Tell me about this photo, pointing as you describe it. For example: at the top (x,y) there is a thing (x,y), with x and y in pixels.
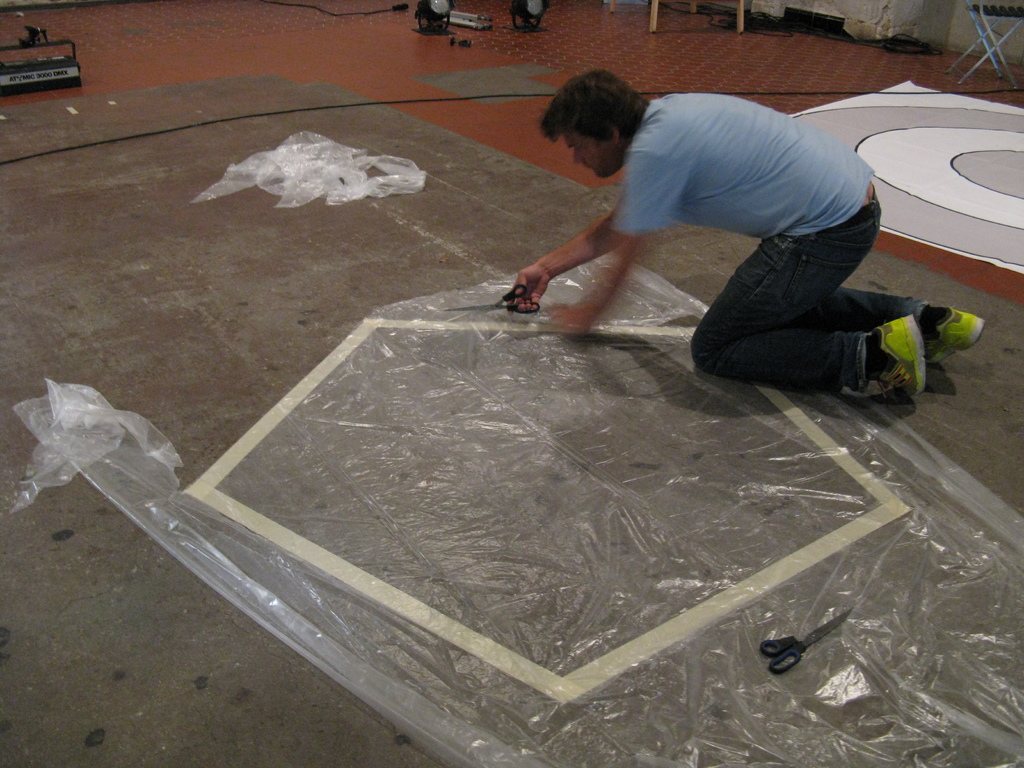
In this image we can see a man (707,196) sitting and placing a cover (669,343) on the floor (502,148). He is holding a scissor (497,307) in his hand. In the background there is a wire (927,93), table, cloth (1000,116) and a scissor (784,647).
